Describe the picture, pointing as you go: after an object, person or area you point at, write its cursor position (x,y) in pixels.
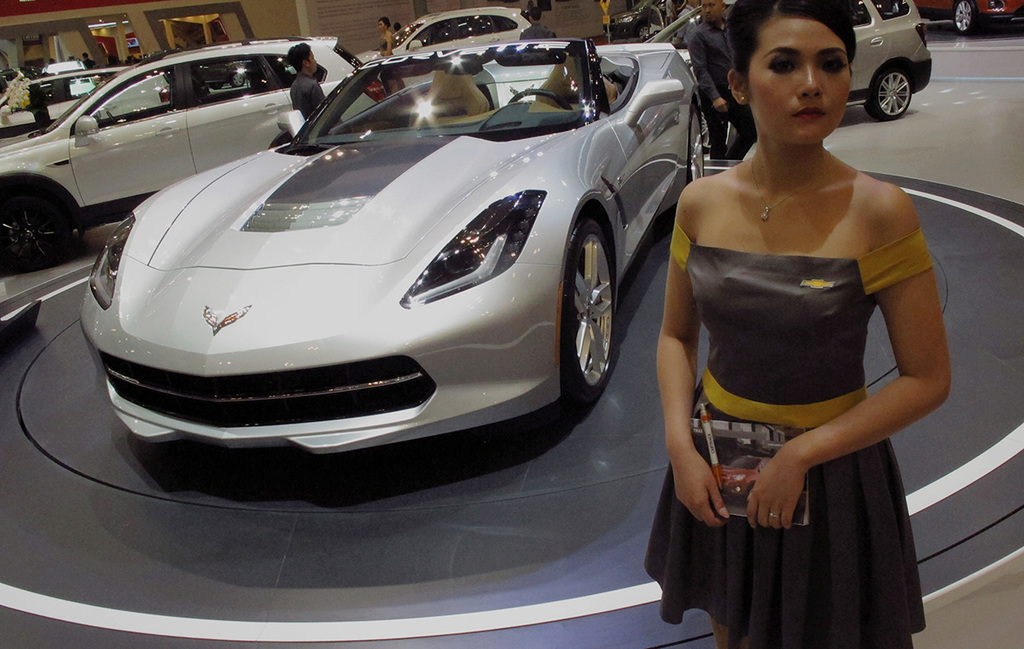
In this picture we can see a group of vehicles (301,301), people (312,101) on the ground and in the background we can see a wall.
